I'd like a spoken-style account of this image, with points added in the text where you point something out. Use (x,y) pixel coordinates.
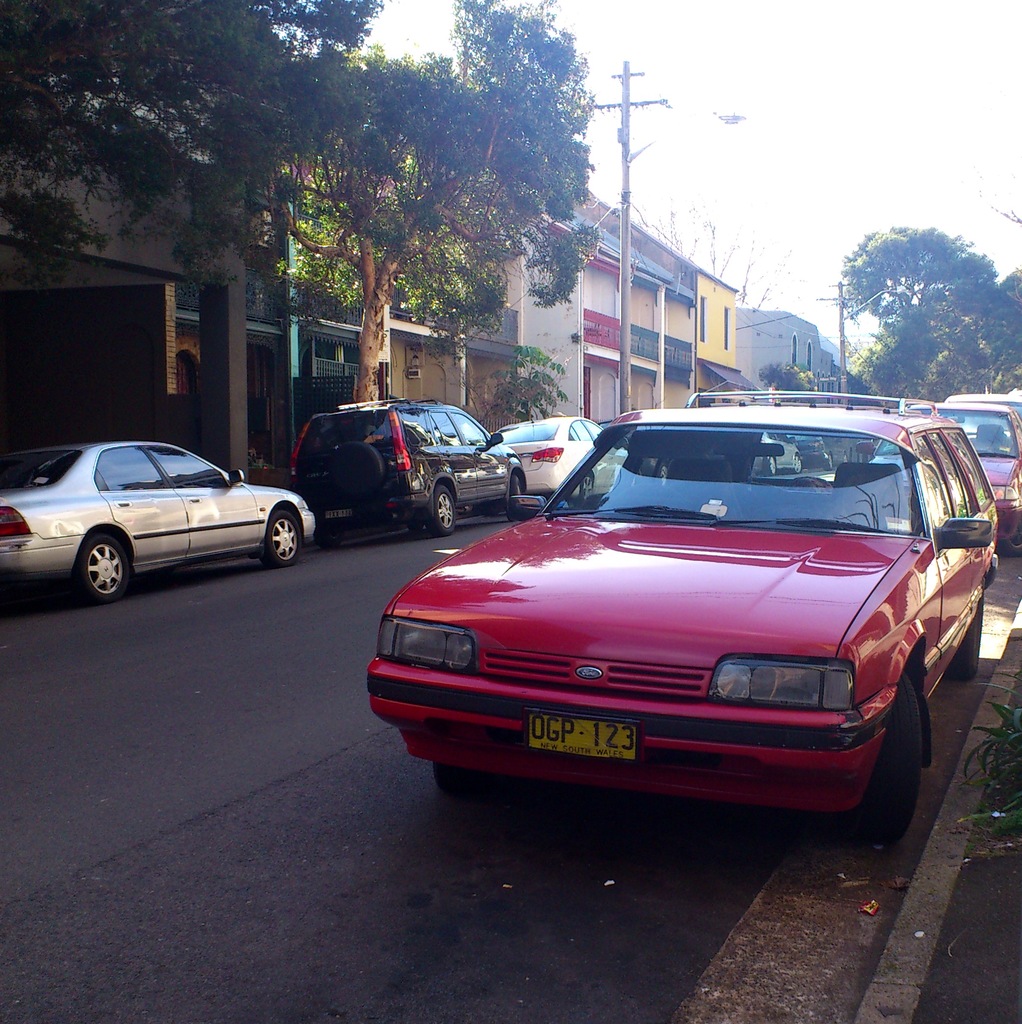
In this picture I can observe some cars (630,519) parked on either sides of the road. I can observe red, black and white color cars (582,481). In the background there are trees (547,194), houses (685,317) and sky (751,172).
